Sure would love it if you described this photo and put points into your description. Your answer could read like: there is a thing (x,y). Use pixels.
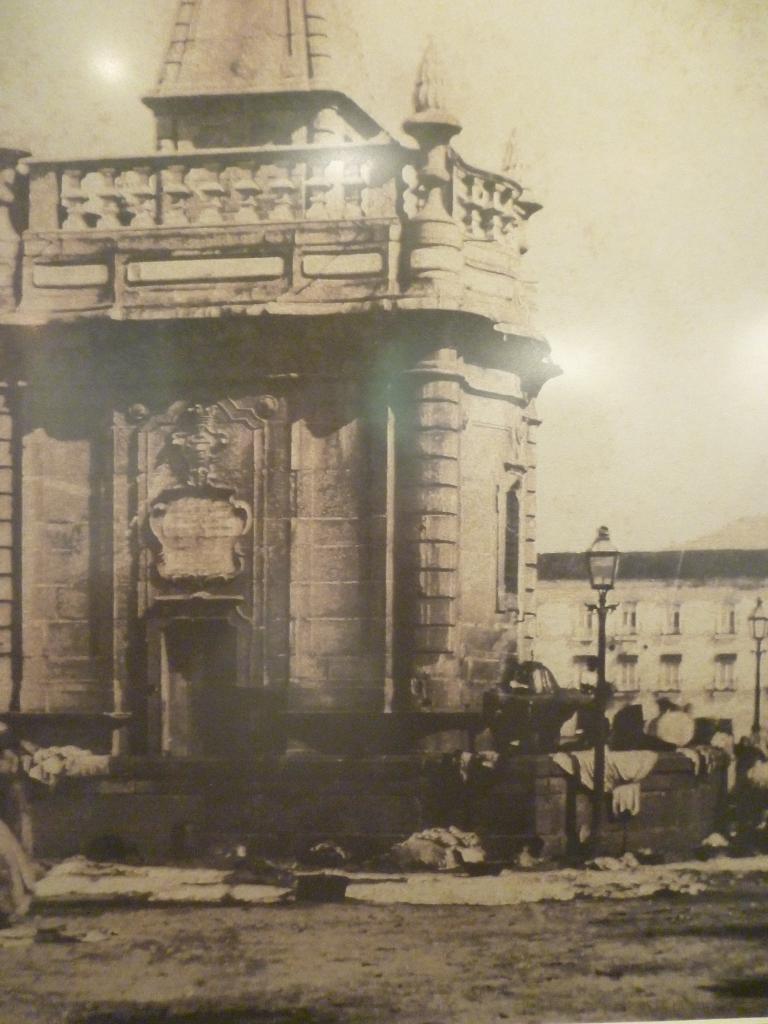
In this image I can see few buildings (493,504) and on the right side (607,566) I can see two poles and two lights (592,566).
